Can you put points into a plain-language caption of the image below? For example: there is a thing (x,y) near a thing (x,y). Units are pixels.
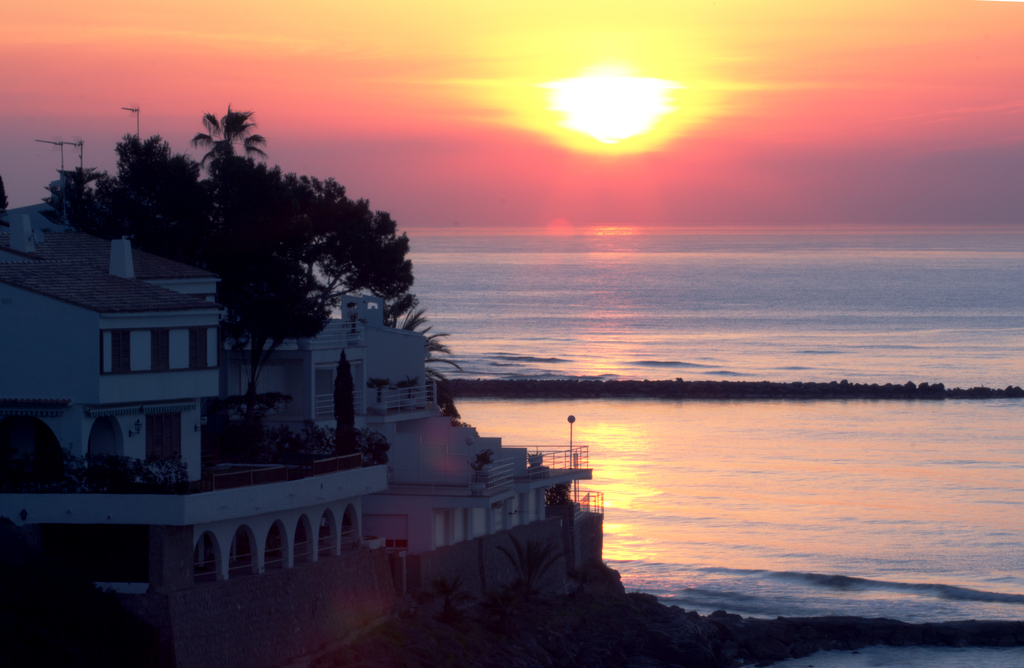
There is a beautiful house (251,544) and in front of the house (377,501) there is a sea (858,294) and there is a pleasant view of sun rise in front of the sea (773,361).
